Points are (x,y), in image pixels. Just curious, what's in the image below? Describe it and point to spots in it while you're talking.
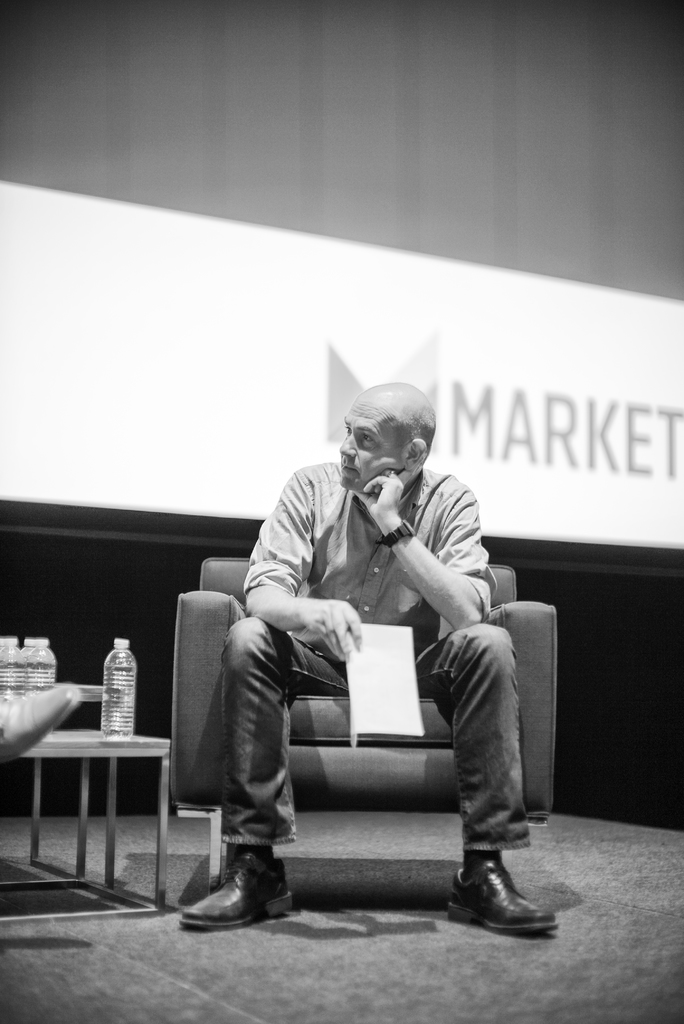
In this picture we can see a man (379,612) holding paper (377,702) in his hand (338,619) and sitting on chair (321,728) and beside to them we have bottles (38,649) with water (125,715) in it on table (166,791) and in the background (481,79) we can see wall (452,176), screen (229,292).
